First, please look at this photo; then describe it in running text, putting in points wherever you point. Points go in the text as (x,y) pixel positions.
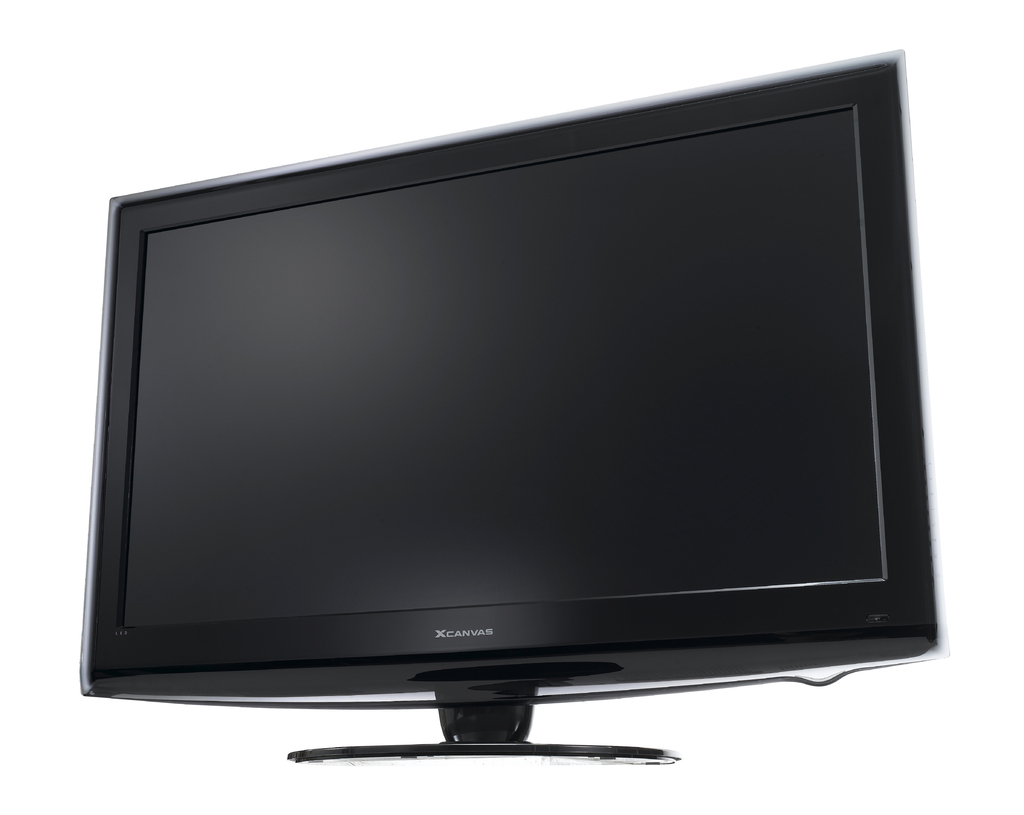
In this image there is a television screen (345,373).
